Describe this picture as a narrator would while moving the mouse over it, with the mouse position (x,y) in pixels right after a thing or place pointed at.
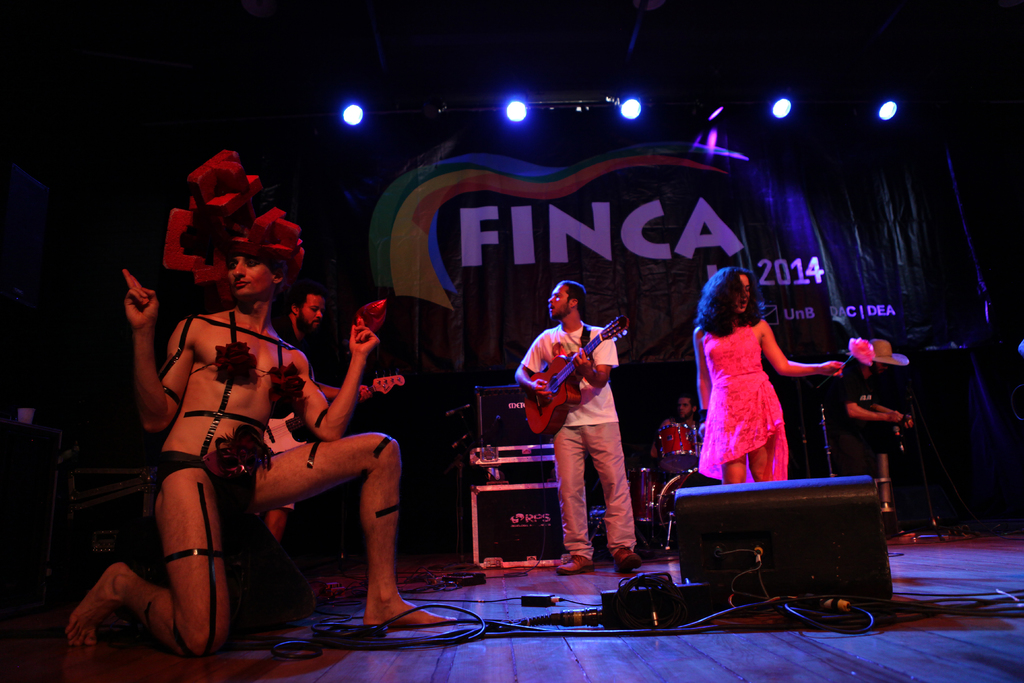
In this picture stage performance going on. In the center of the picture (566,301) there is a band (754,479), in the band (689,397) there is a woman (742,409) standing. To the left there is a man (578,515) playing guitar (554,367). In the background (676,421) there is a person (678,406) playing drums (670,458). To the left (263,321) is a person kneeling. To the right (887,354) there is a hat (883,353) and a person (867,397). In the background (616,235) there is banner (635,220). On the top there are focus light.
